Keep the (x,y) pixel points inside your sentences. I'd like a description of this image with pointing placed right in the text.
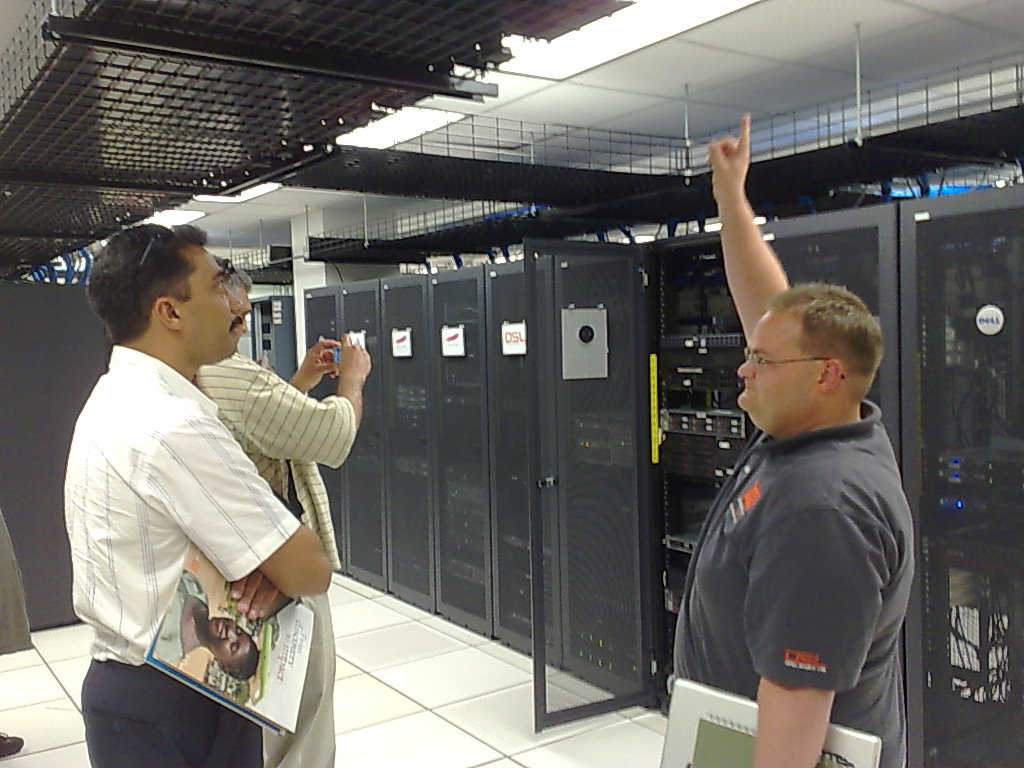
This picture is inside view of a room (310,285). Here we can see some machines (602,297) are there. On the right side of the image (771,445) a man (776,508) is standing and holding a books (706,724) on his hand (783,736). On the left side of the image (161,472) two persons (252,439) are standing and holding a books (230,617) and camera (339,360) on their hands (255,594). At the top of the image (649,59) roof (526,81) is there. At the bottom of the image (481,724) floor (513,732) is present.
